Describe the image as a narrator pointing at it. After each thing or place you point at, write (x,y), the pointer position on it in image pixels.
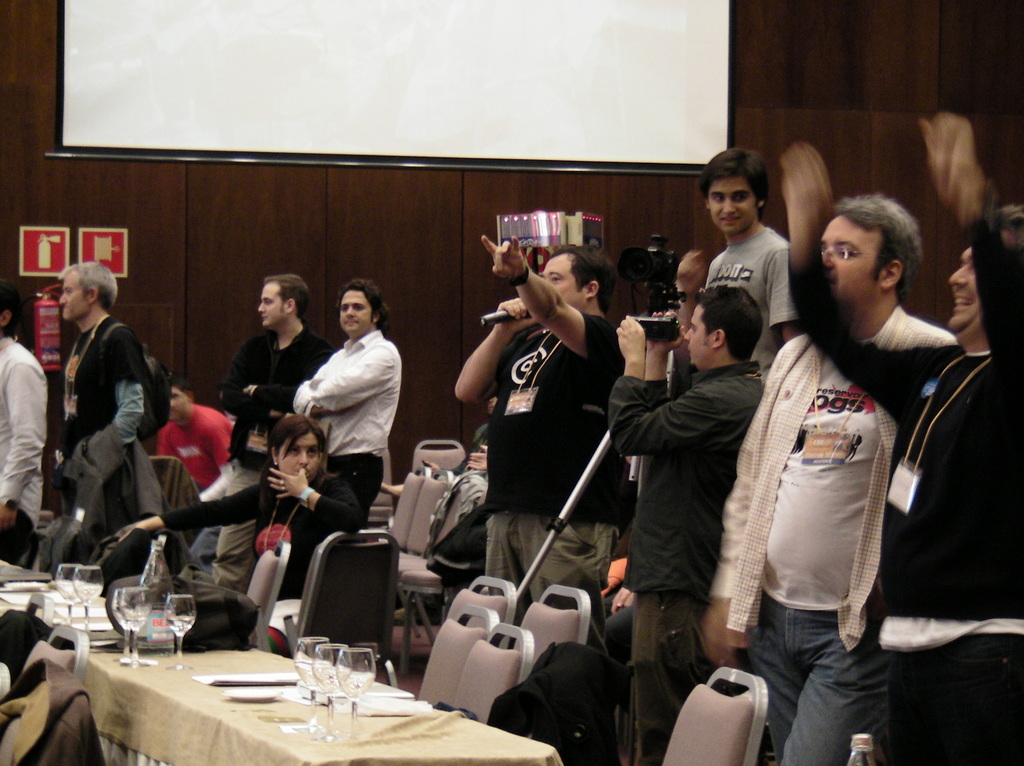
In this picture we can see some persons (504,344) are standing on the floor (415,666). These are the chairs (402,504) and there is a table (168,697). On the table (128,670) there are some glasses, and papers (271,677). On the background (368,243) there is a wall (383,248) and this is the screen (513,54).
